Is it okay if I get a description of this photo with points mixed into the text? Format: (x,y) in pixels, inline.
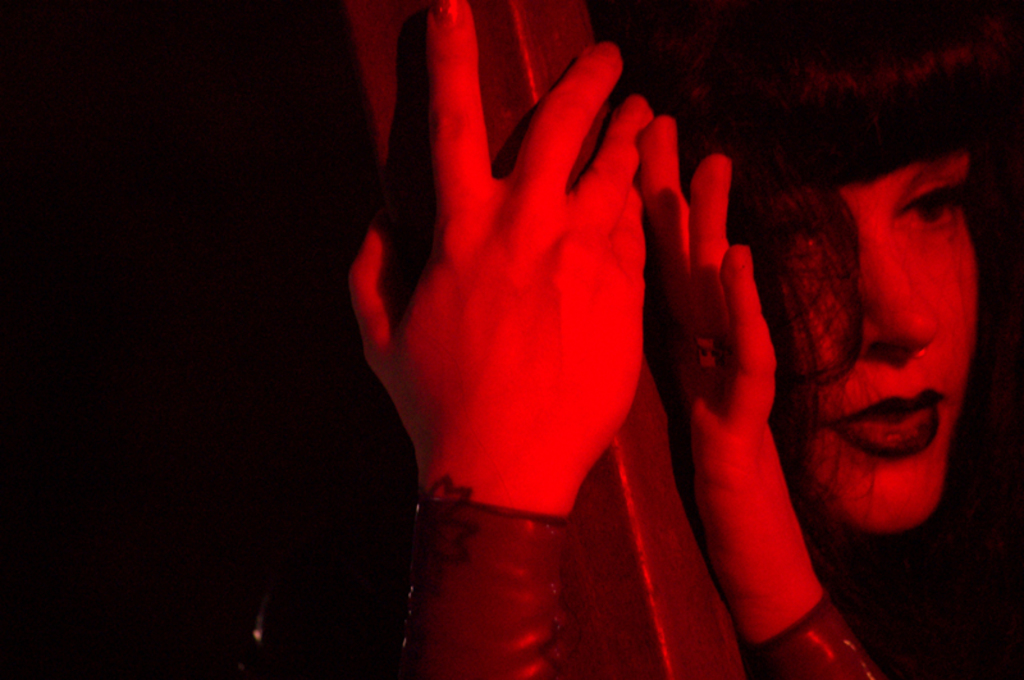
In this picture we can see a person (885,295).
